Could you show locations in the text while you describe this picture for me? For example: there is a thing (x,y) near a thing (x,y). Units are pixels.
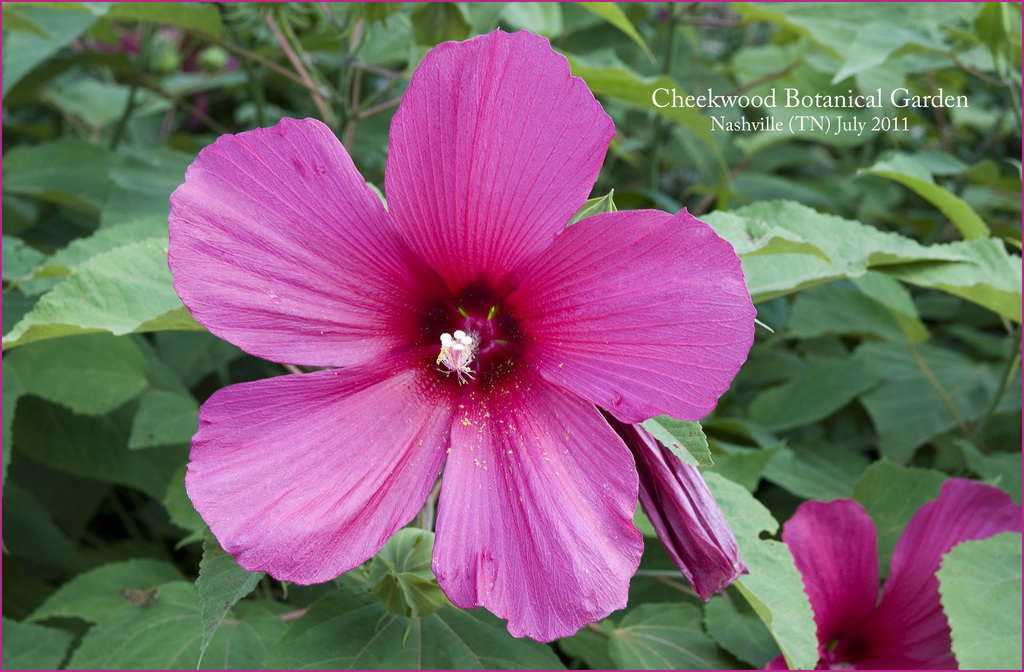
In this image, I can see the Chinese hibiscus flowers (593,465), which are pink in color. These are the leaves (456,28). This is the watermark (741,108) on the image.
